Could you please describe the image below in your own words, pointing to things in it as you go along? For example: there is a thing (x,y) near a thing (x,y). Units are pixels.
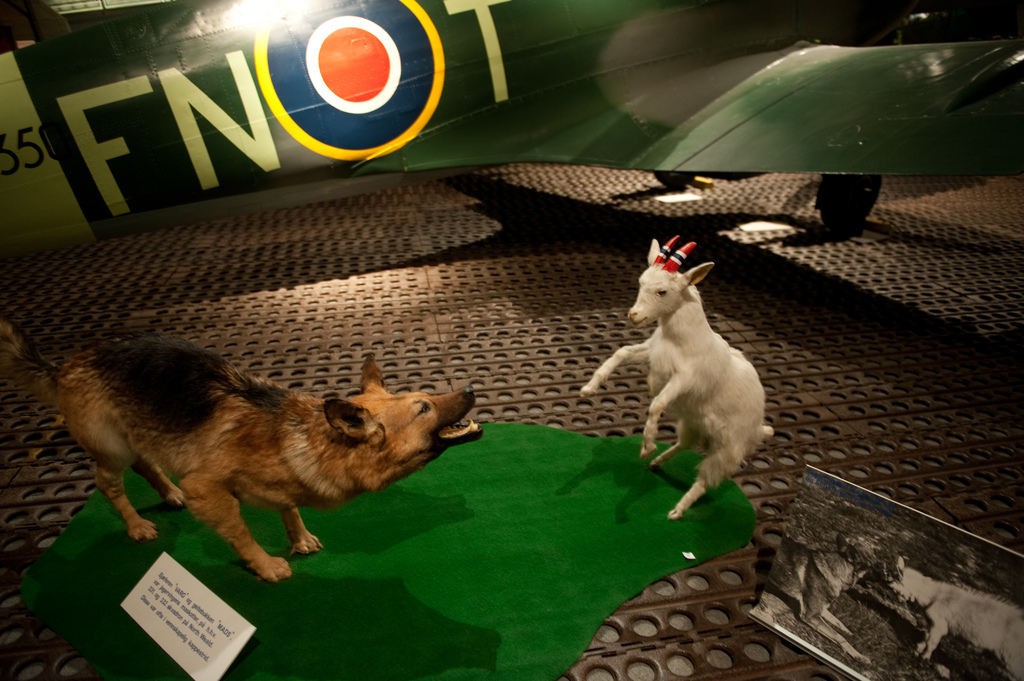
In this image, we can see two animals (345,410), there is a green cloth (296,621) on the floor (626,417), we can see an aircraft (122,117).
